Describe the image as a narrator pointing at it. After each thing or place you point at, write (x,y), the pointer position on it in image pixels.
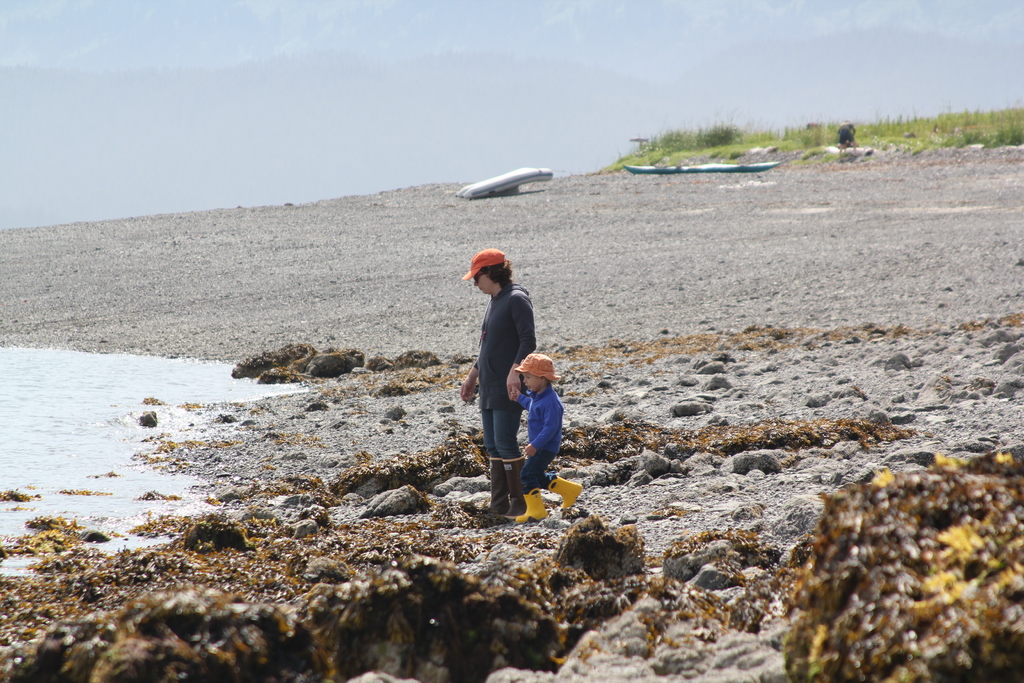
In this image in the center (498,371) there is one person (483,378) and one boy (532,428), at the bottom (345,505) there is sand (689,396) and water (173,367) and some rocks (809,393). In the background (682,152) there are some boards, grass (721,146) and mountains (128,95), and there is one person (847,125).
